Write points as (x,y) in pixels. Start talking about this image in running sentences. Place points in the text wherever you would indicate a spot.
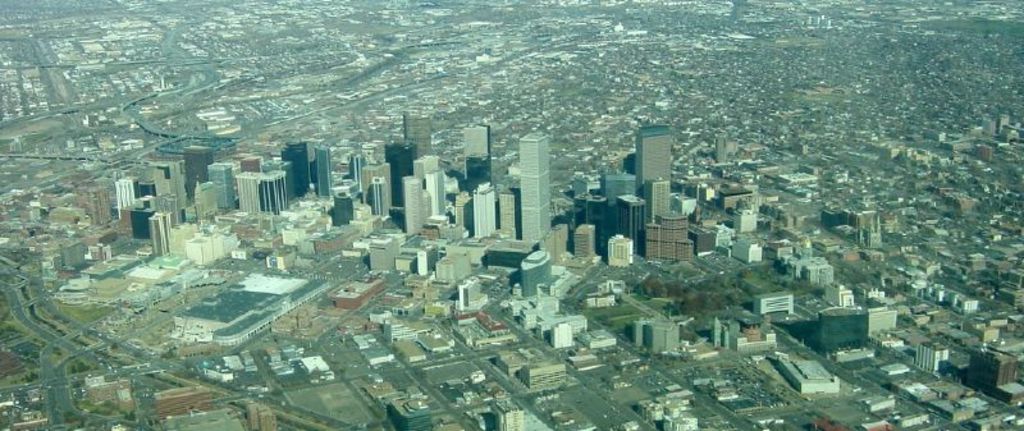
In this image we can see there are so many buildings (28,209) and trees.
